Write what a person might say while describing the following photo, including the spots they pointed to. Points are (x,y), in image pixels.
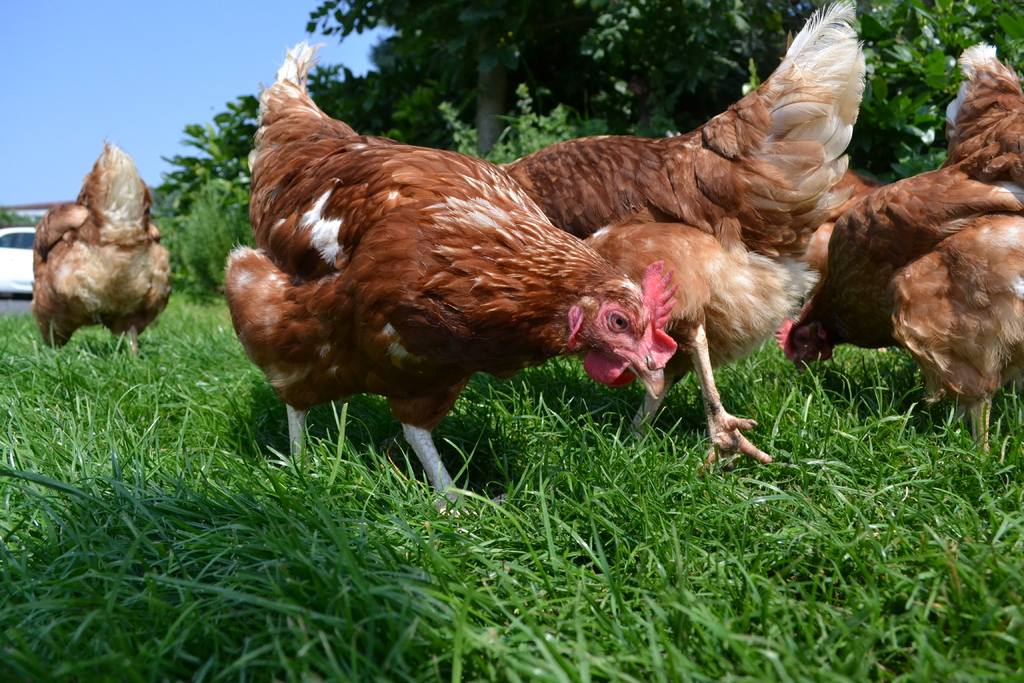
In this image there are hens (597,224) walking on the ground (539,500). There is grass (715,485) on the ground (755,471). Behind them there are plants (598,63). To the left (23,258) there is car (7,274) moving on the road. In the top left (61,93) there is the sky (139,101).
